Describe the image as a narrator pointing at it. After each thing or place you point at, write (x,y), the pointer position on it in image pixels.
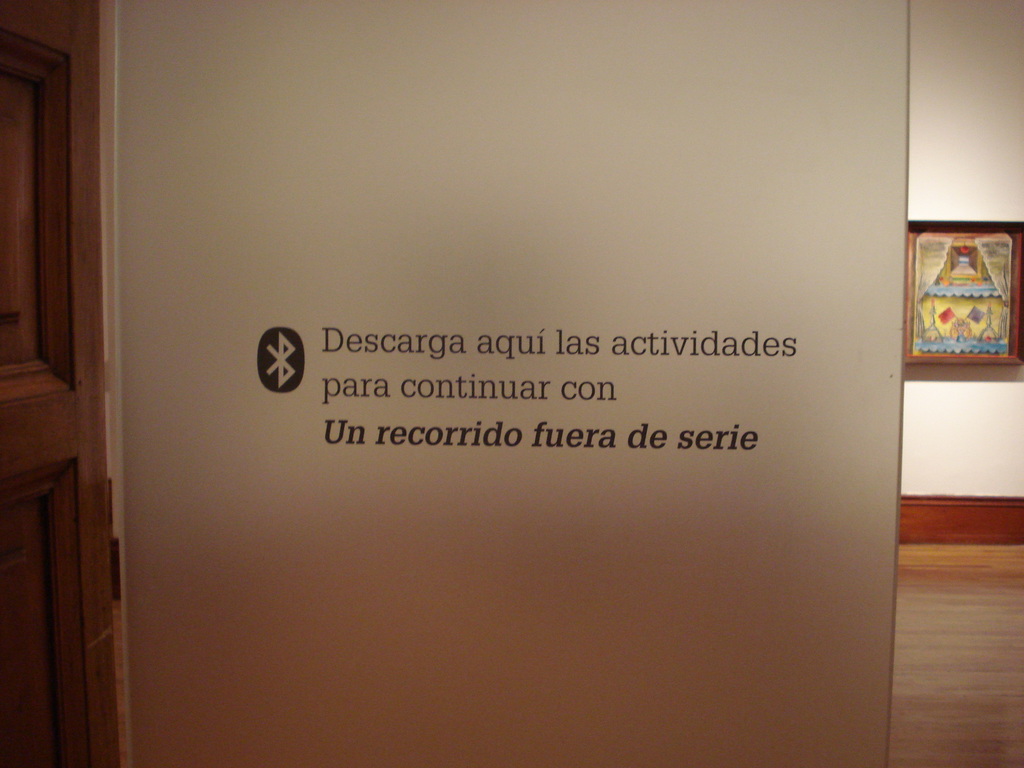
In this image, we can see a banner (507,492) with some text (419,342) and icon (266,370). On the left side of the image (24,376), there is a wooden object (13,403). On the right side of the image (992,271), we can see a showpiece (973,273) on the white wall (971,111) and wooden floor (980,671).
